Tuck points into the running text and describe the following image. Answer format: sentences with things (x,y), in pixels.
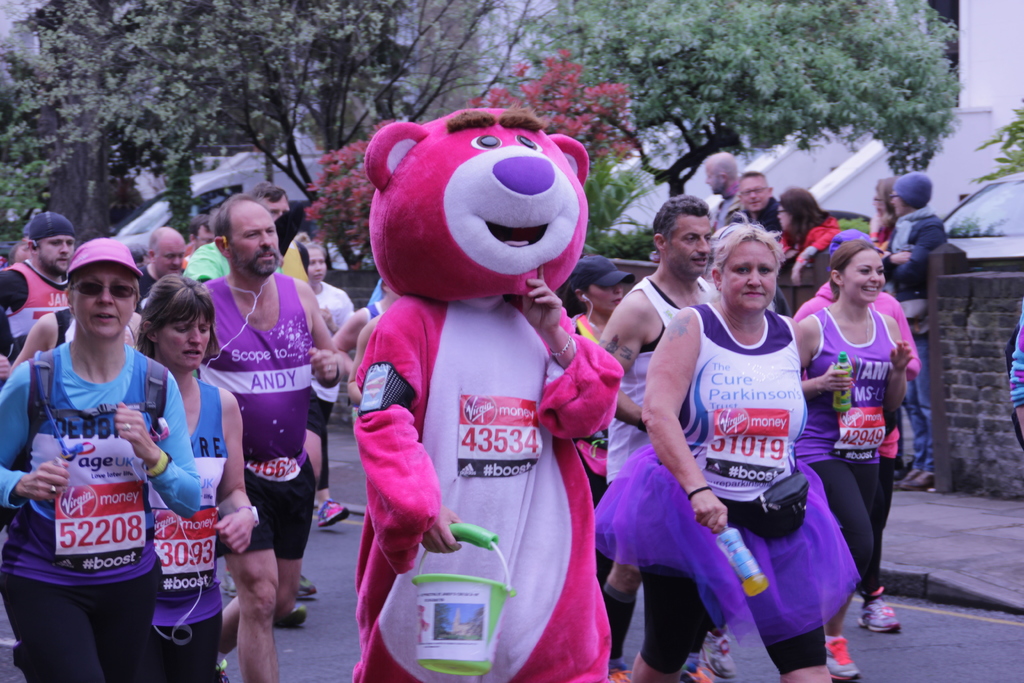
In this image there are group of persons (467,383) running, there are holding an object (436,585), there are group of persons (794,222) standing, there is a wall (968,343) towards the right of the image (977,359), there is road (334,598) towards the bottom of the image (310,617), there is a vehicle (233,192), there are trees (633,70) towards the top of the image (485,70).
